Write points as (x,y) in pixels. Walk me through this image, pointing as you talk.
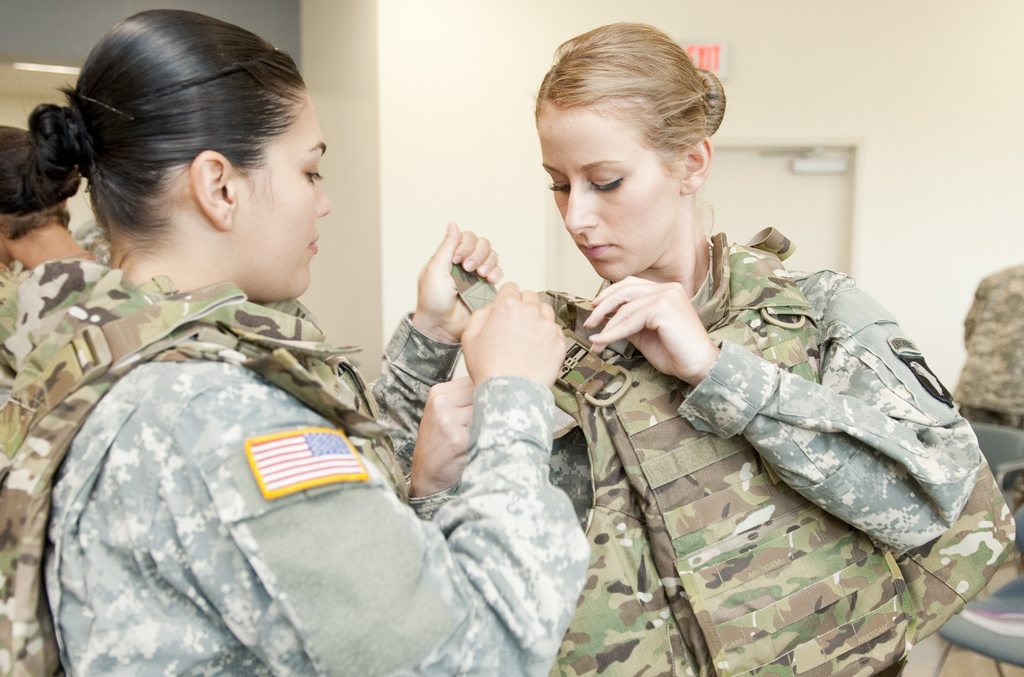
At the front of the image (706,431) there are two ladies (246,468) with a uniform (387,430). Behind them there is a wall (916,318) with door (766,180) and sign board (713,64).
